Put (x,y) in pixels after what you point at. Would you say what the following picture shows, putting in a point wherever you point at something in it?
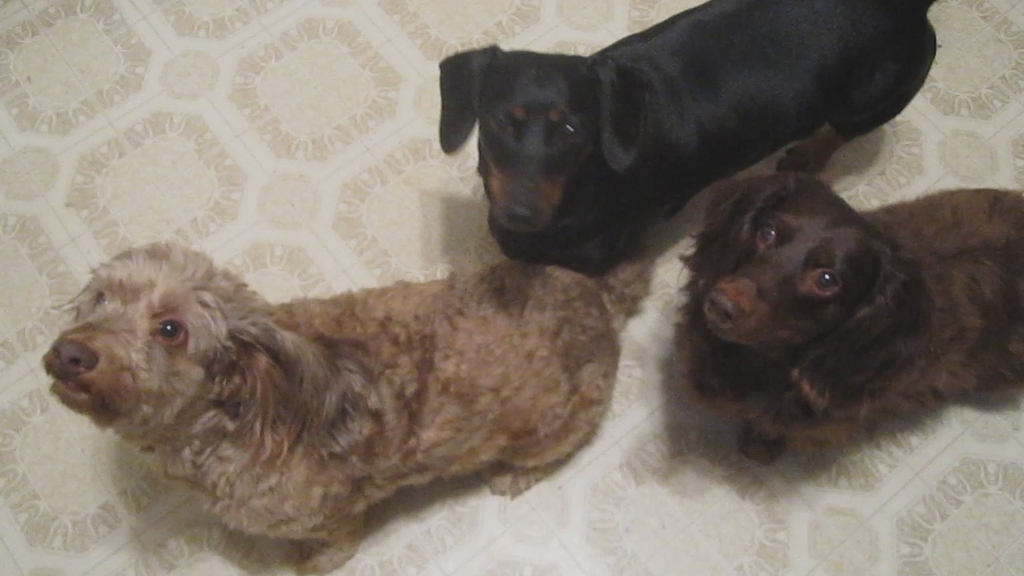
In this image I can see three dogs (505,245). I can see colour of these dogs (803,57) are brown, black and cream.
